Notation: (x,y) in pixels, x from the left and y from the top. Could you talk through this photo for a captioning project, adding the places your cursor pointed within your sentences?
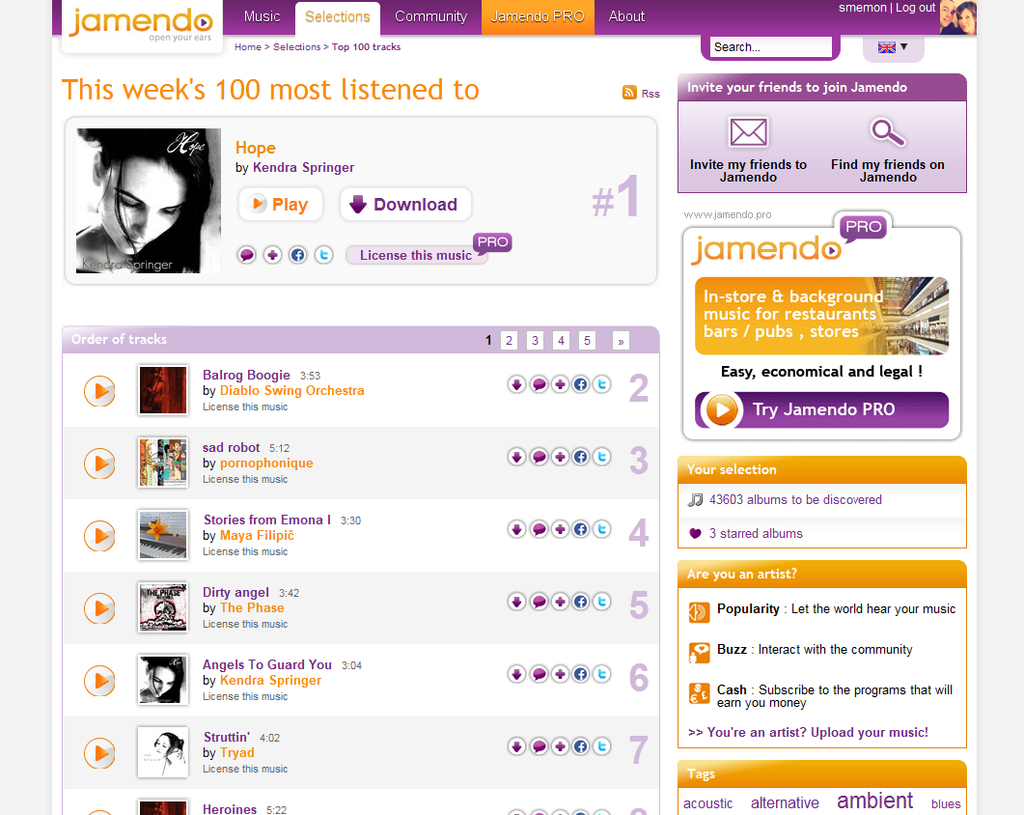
In this image I see a site (604,64) on which there are pictures (140,465) and I see many words (279,164) and numbers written and I see the flag (884,46) over here.
